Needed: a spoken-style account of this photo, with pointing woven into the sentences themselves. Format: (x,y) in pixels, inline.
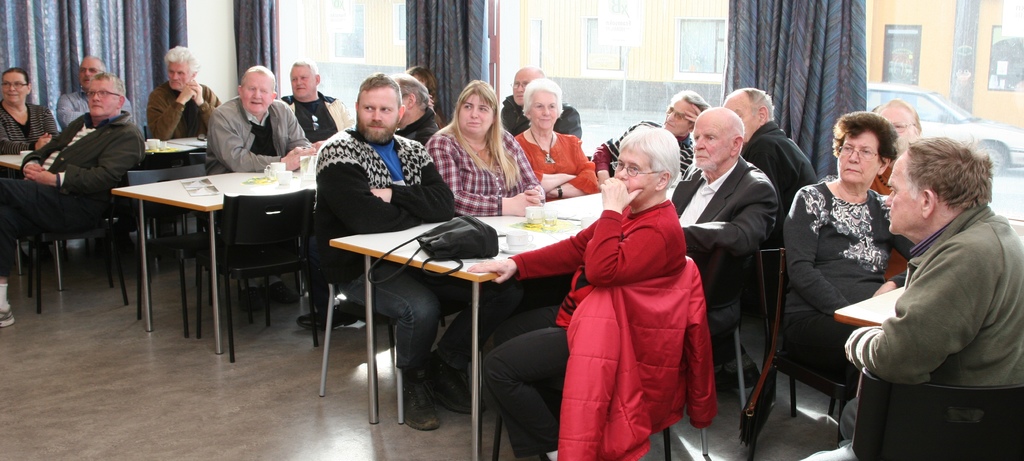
In this image we can see some people (394,128) sitting on chairs (866,414) in a room (824,434) and we can see few tables (552,240) and on the tables (367,292), we can see cups (534,216) and some other objects (537,228) and there are few curtains (478,40). Through the glass (972,83) we can see a car (954,129) and a building (377,56) in the background (965,114).
